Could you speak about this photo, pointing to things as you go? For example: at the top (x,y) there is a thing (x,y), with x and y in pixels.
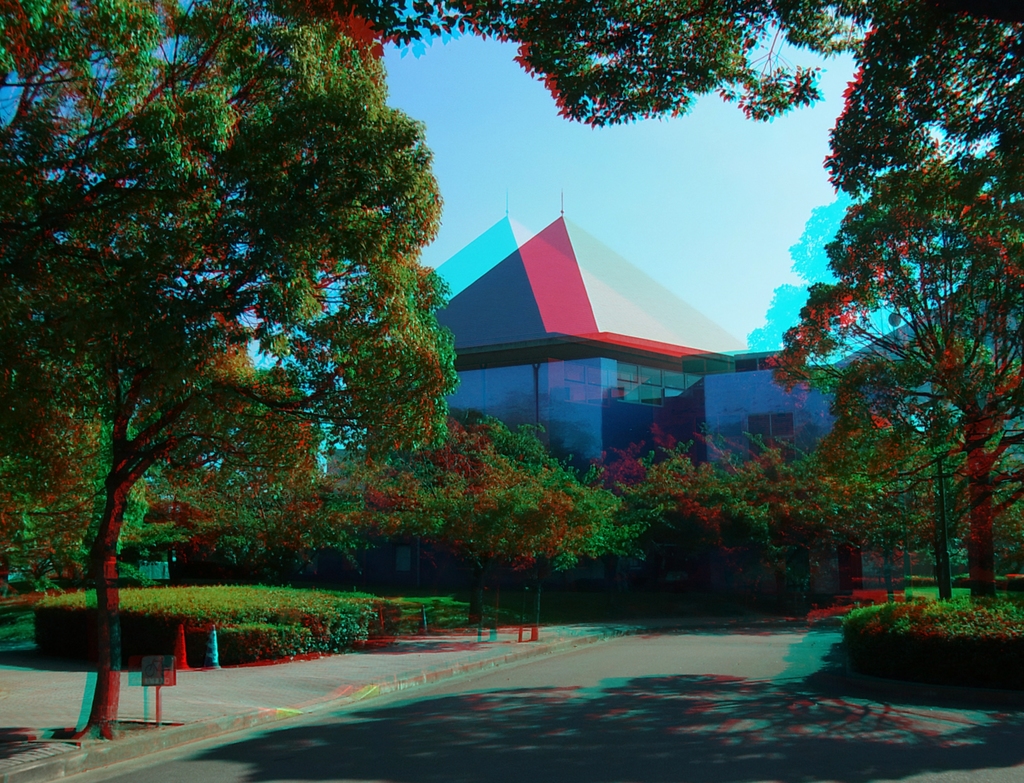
In this image there is a building (701,430) and we can see trees (970,576). There is sky (714,145) and we can see traffic cones (212,665).
